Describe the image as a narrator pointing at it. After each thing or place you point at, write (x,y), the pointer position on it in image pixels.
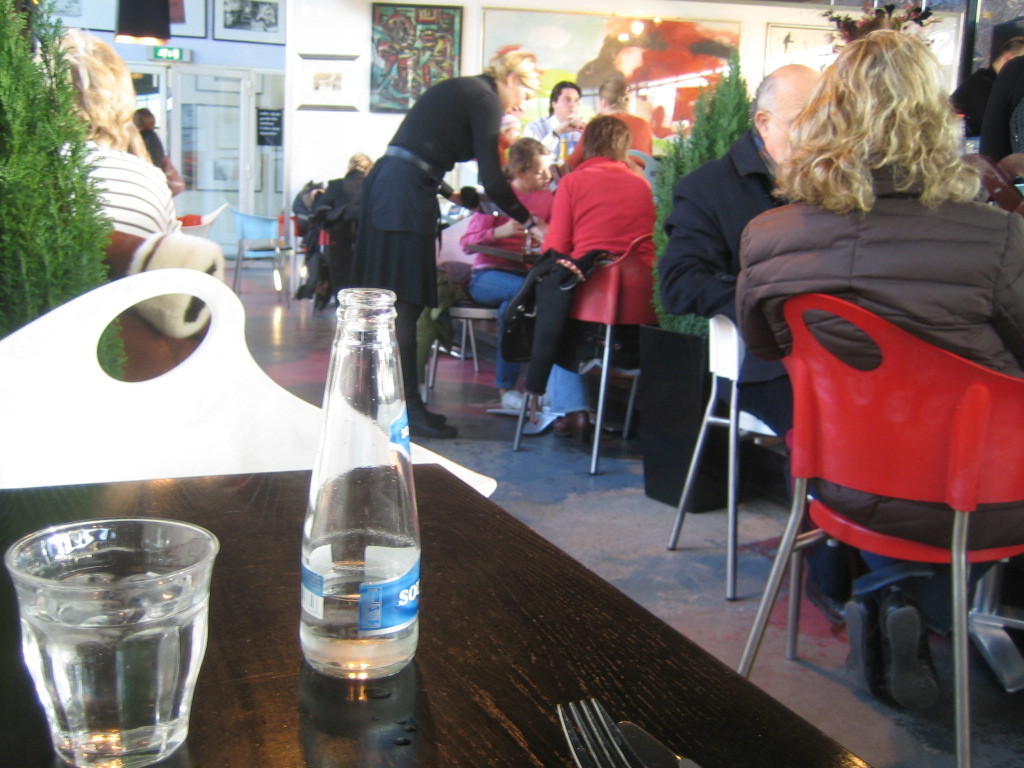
In this picture, In the left side (215,747) there is a table (460,576) in black color on that table (201,691) there is a glass (198,653) and a bottle (343,523) and in the right side (932,485) there are some people (1011,217) sitting on the chairs (962,463) and in the background (55,245) there is a green color plant (67,204) and there is a white color wall (365,66) and there are some posters (502,36) on the wall (480,53).
